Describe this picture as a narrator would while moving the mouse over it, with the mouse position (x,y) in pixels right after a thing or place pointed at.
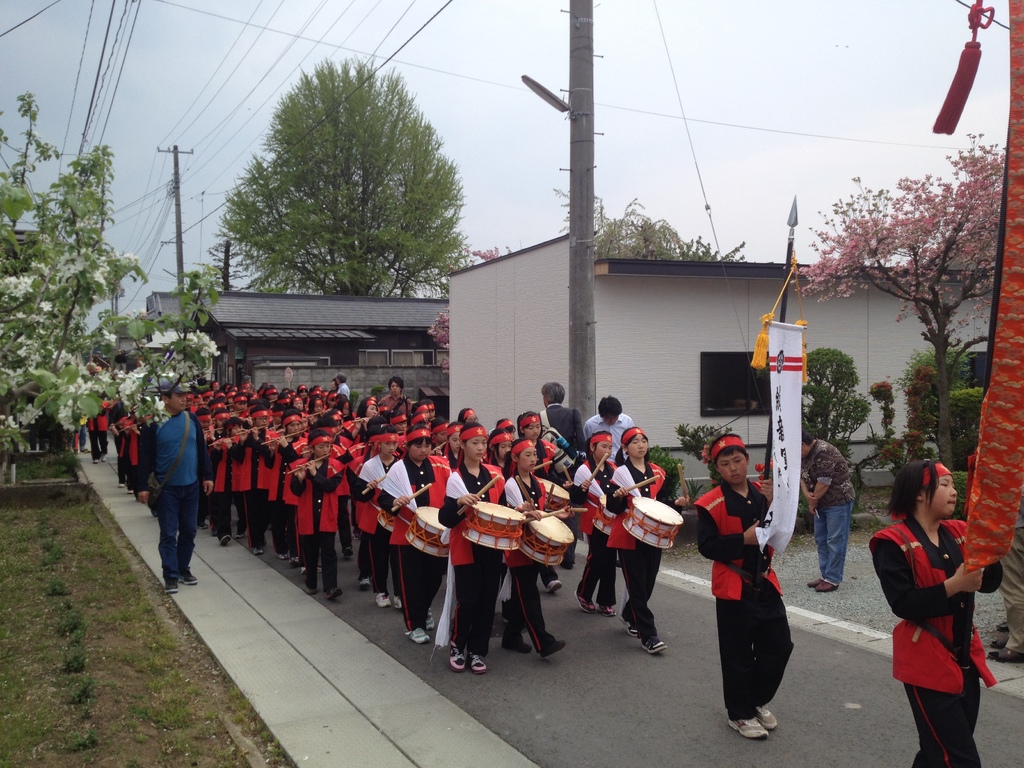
In this image we can see children (498,491) walking on the road (710,653) and holding musical instruments (535,533) in their hands (538,517). Some of the children (723,456) are holding advertisement flags (778,303) in their hands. In the background (268,130) we can see trees (44,241), ground (130,513), buildings (774,288), electric cables (418,65), electric poles (584,161) and sky (751,187).
